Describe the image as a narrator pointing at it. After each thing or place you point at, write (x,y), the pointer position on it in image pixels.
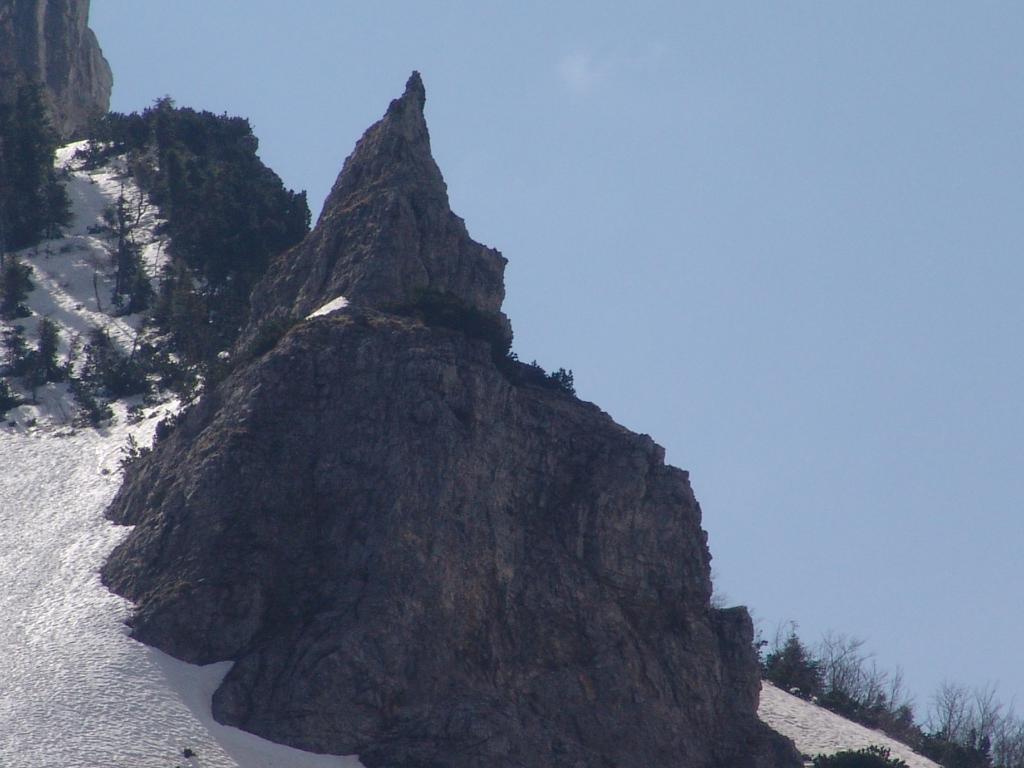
In the foreground of this picture (501,558), there is a cliff (390,590), snow (57,573) and the trees (226,268). In the background (828,690), there are trees (937,731) and the sky (825,322).
